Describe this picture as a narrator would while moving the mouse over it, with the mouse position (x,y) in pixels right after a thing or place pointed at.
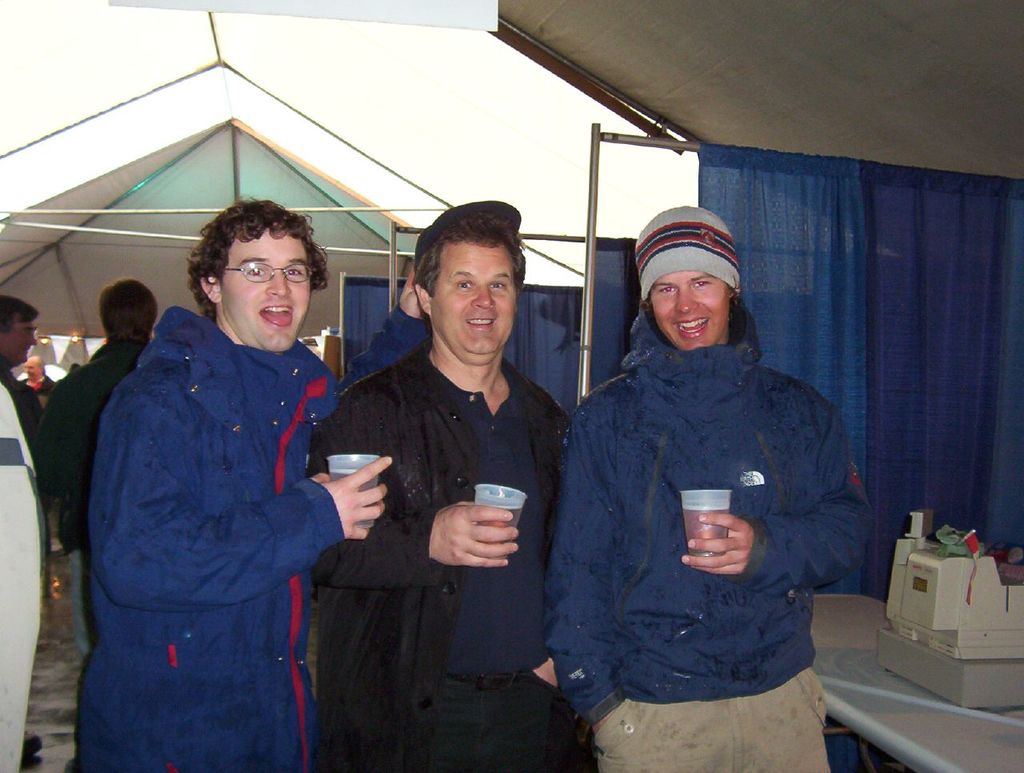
In this image we can see three people (458,451) standing holding the glasses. We can also see a roof (409,86), curtain (980,447) with stand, a cash register (939,659) on the table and the floor (50,679).
